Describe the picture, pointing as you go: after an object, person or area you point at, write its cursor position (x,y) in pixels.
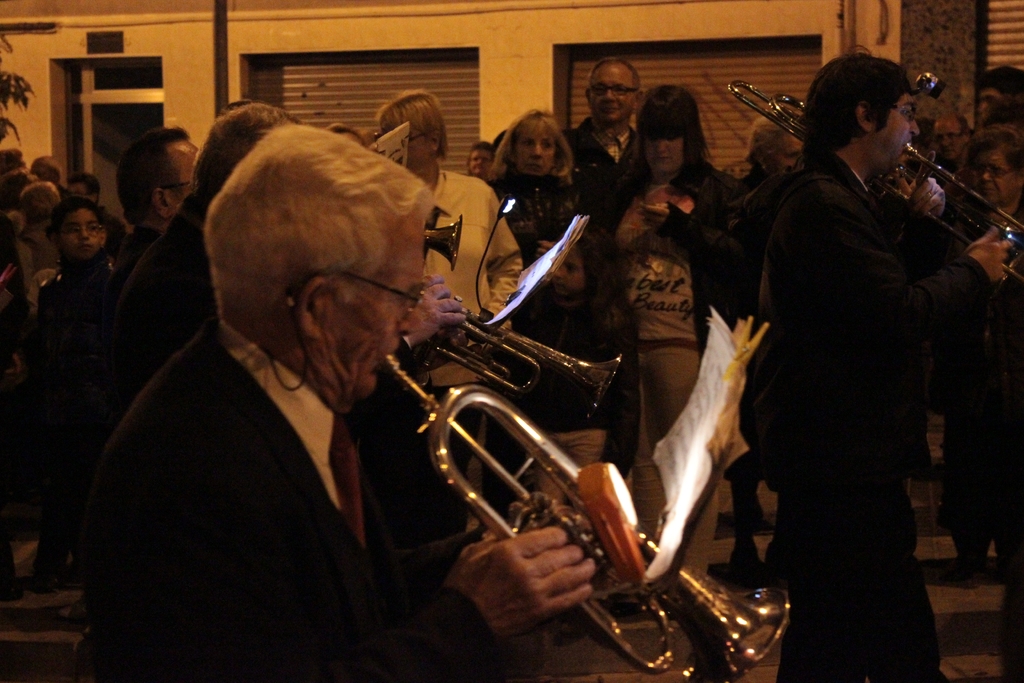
In this image there are a group of people (294,243) who are standing, in the foreground (864,280) there are three persons (252,361) who are standing and they are holding some musical instruments (486,356) and playing and they are seeing the papers (689,427). In the background (208,72) there is a building (483,80) and poles (219,73).
